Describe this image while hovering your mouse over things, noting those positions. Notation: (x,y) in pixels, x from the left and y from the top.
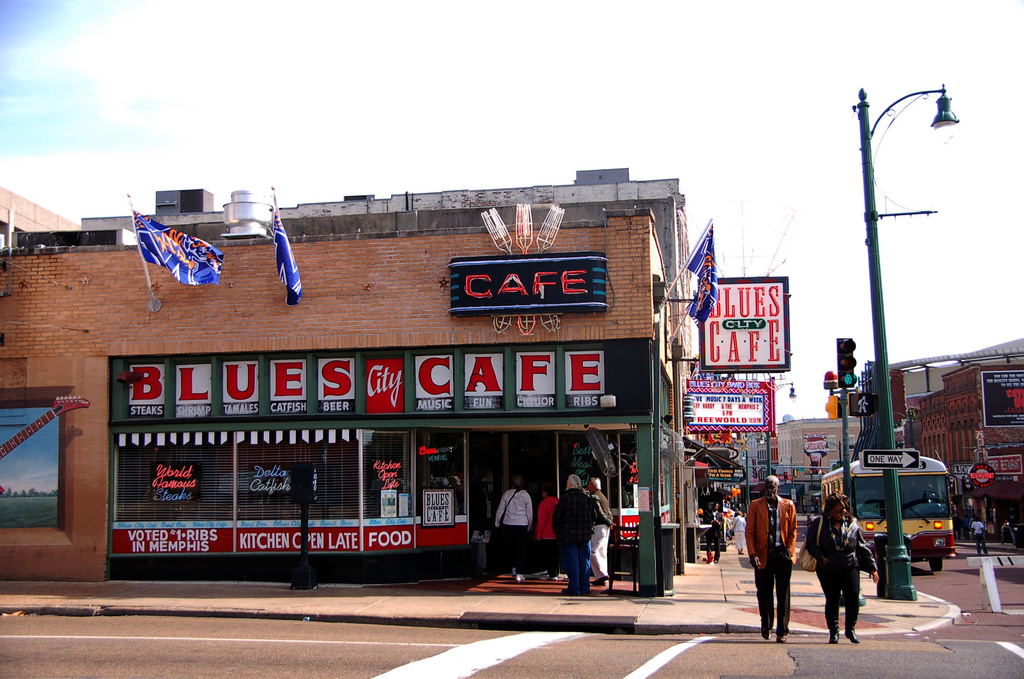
This picture is taken beside the road (514,650). At the bottom (470,652), there is a road (427,630). Towards the left (297,428), there is a building (418,402) with boards (294,382), text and flags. Towards the right (940,586), there is another road (938,575) with vehicles (934,517). At the bottom right (767,595), there is a man (769,581) and woman (827,512). Woman (817,567) is carrying a bag (804,559). Behind them, there is a pole (887,419) with light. On the top (631,113), there is a sky (536,164).
